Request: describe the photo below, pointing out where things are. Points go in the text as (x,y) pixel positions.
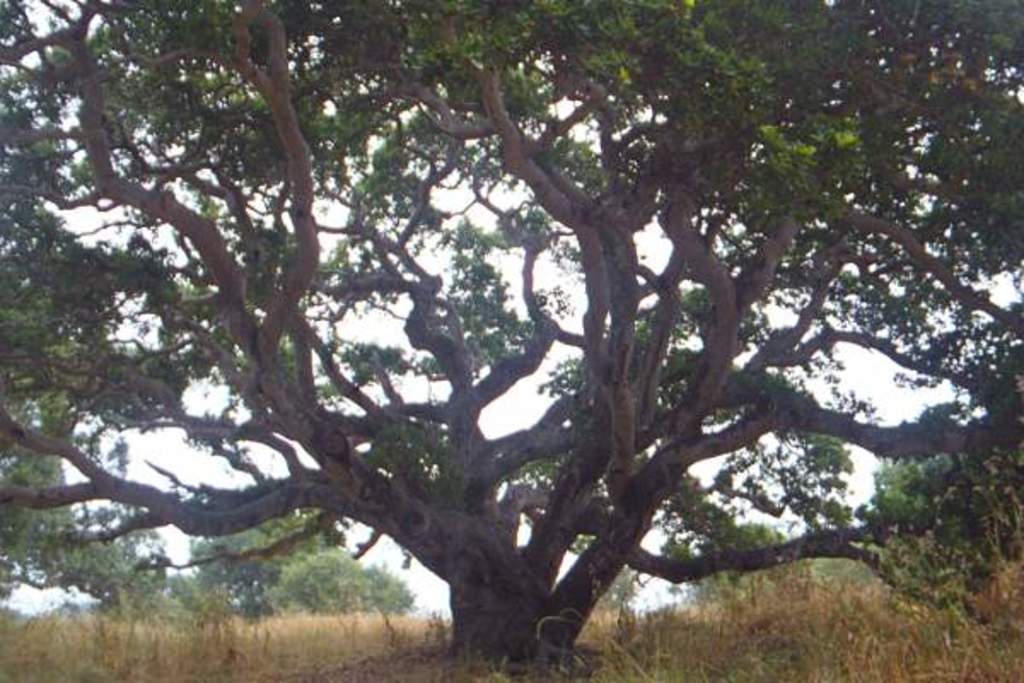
In the center of the image (563,334) there is a tree (520,593). In the background (156,646) we can see plants (409,642), trees (321,560) and sky (131,470).
